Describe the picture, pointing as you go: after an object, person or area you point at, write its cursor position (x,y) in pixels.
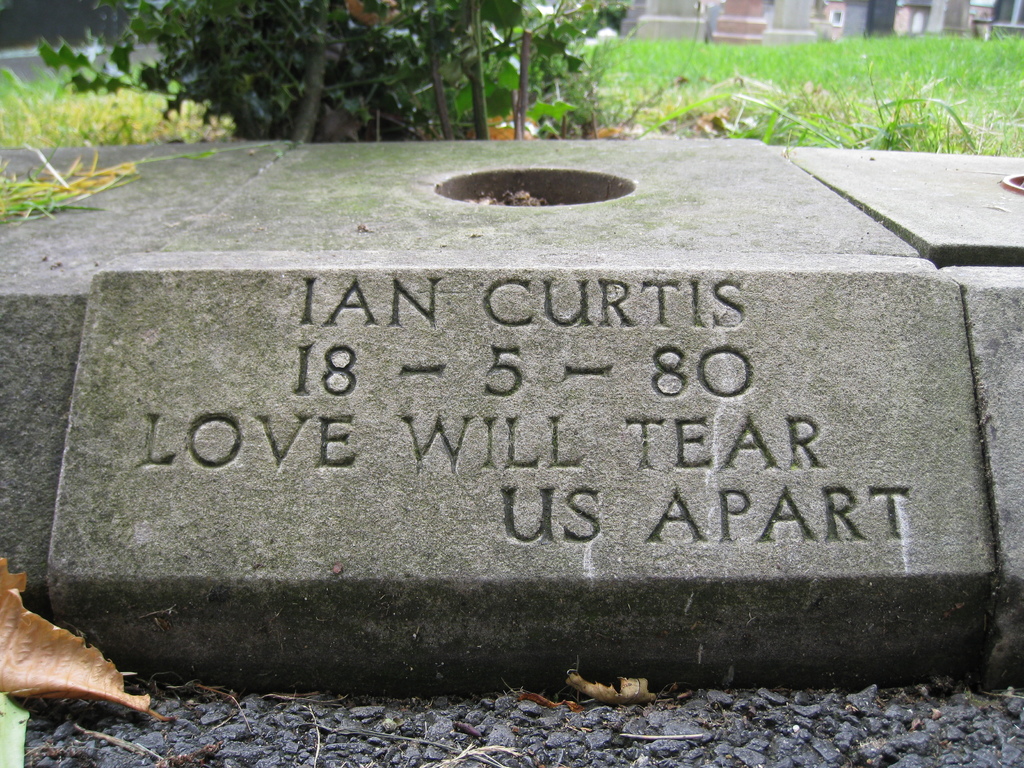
In this image I can see the rock (610,422). In the background (383,86) I can see the plant (437,97), grass (763,139) and the buildings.
